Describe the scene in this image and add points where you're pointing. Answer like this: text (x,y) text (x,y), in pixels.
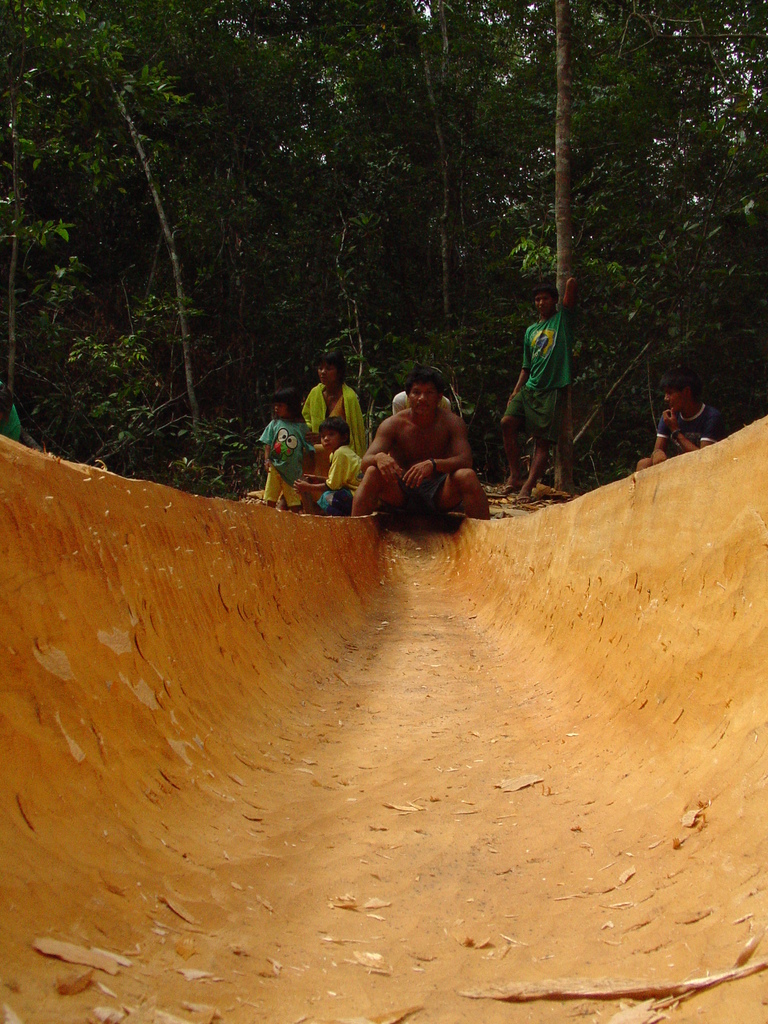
In the picture we can see a hollowed wooden log (428,753) and on it we can see a man (354,502) sitting and beside him we can see a two kids (336,496) and a woman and behind them we can see full of trees (574,488).
